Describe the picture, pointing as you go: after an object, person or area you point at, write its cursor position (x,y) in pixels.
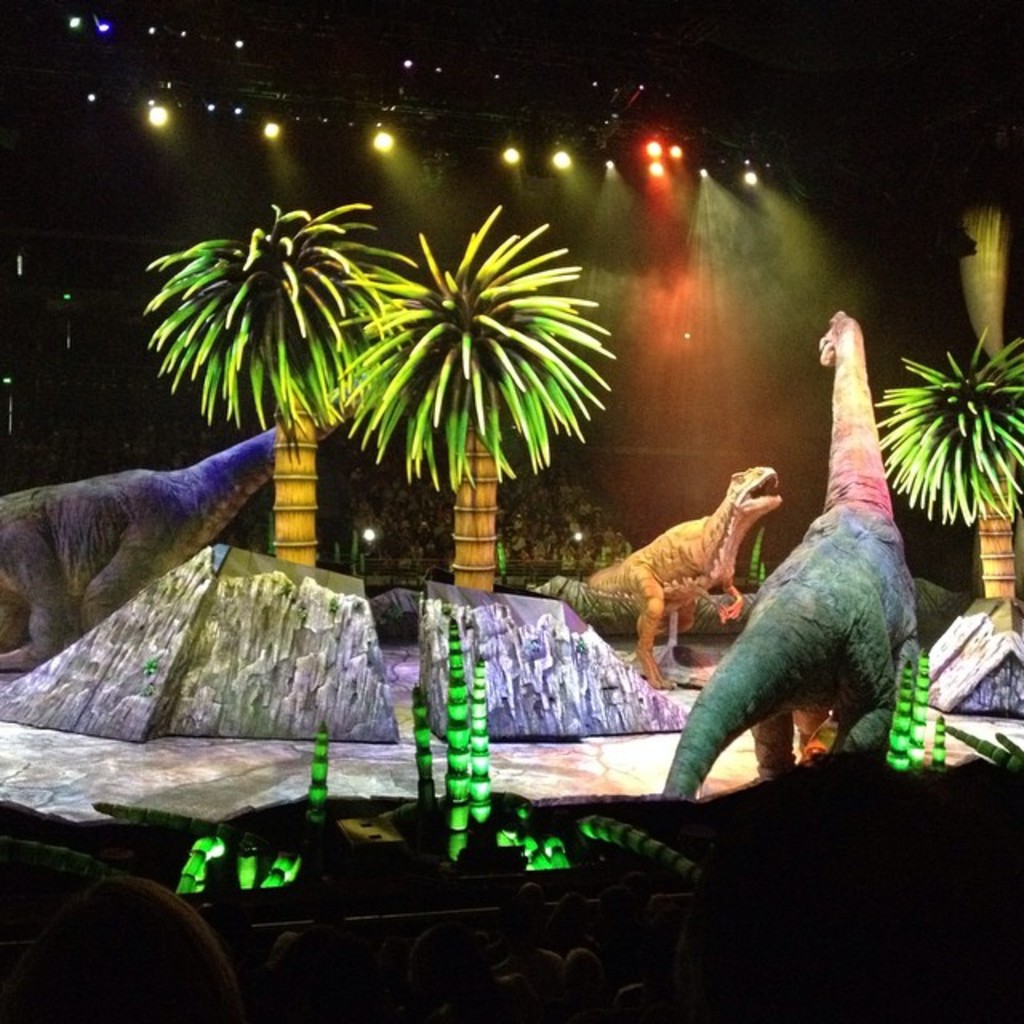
As we can see in the image there is a stage show (492,568) of trees (418,452), lights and animals (778,608). In the background (598,524) there are few people (608,531).
